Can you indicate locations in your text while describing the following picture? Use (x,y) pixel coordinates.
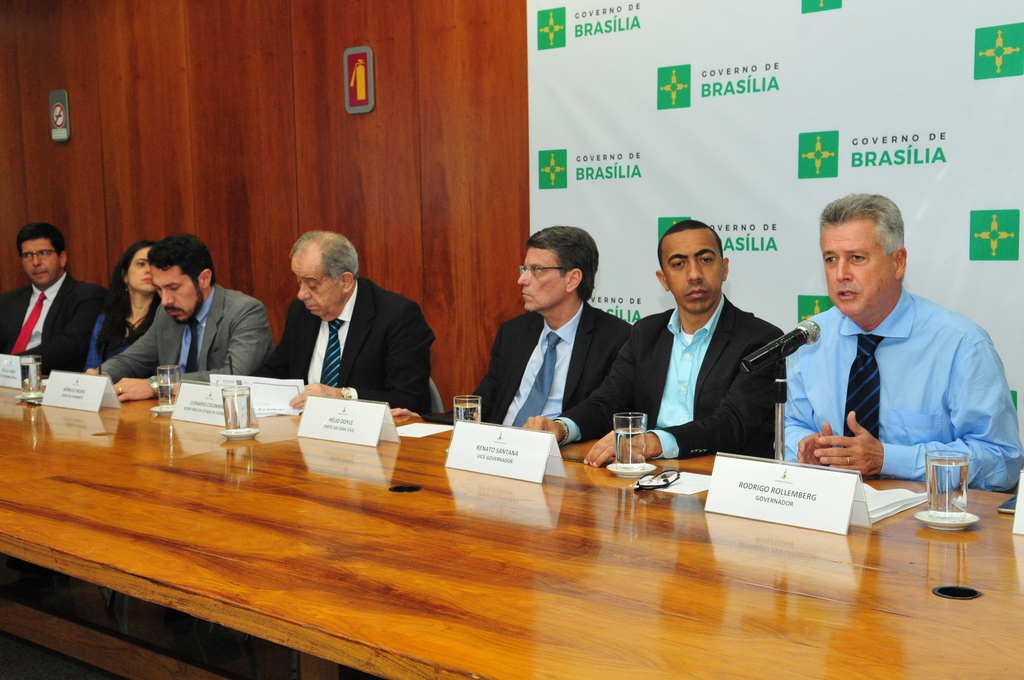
In this picture we can see people (309,303). On the table (761,620) we can see water glasses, name boards (721,508). On the right side of the picture (903,437) we can see a man (951,432) wearing a blue shirt (933,309) and a tie (877,369) is talking. In the background (616,67) we can see a banner (672,187).
